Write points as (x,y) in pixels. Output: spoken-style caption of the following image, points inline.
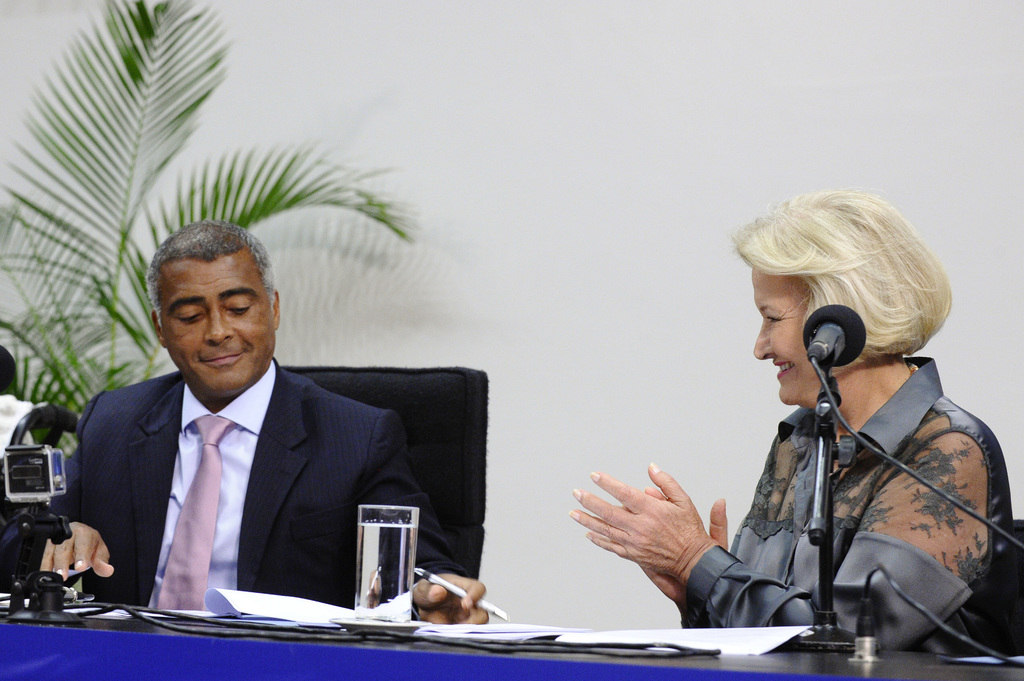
In this image we can see a man (220,375) and a woman (851,558) are sitting on the black color chairs (483,517). In front of them, we can see a table (609,656). On the table (628,661), we can see mics (820,397), wires (986,522), glass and papers (219,612). In the background (535,349), we can see a plant (110,387) and a wall (589,293). The man (198,314) is holding a pen (462,592) in his hand (464,579).
